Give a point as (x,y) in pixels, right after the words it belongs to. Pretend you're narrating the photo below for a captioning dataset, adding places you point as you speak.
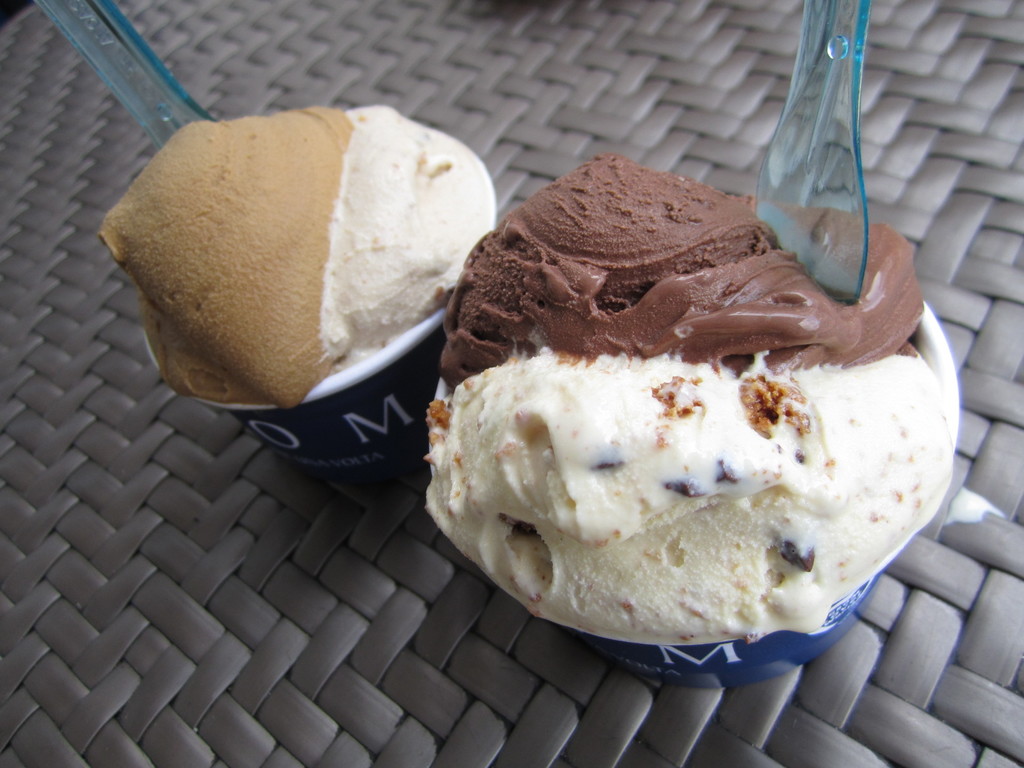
In this picture I can see ice cream scoops (478,198) with spoons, in cups (332,435), on an object (80,385).
